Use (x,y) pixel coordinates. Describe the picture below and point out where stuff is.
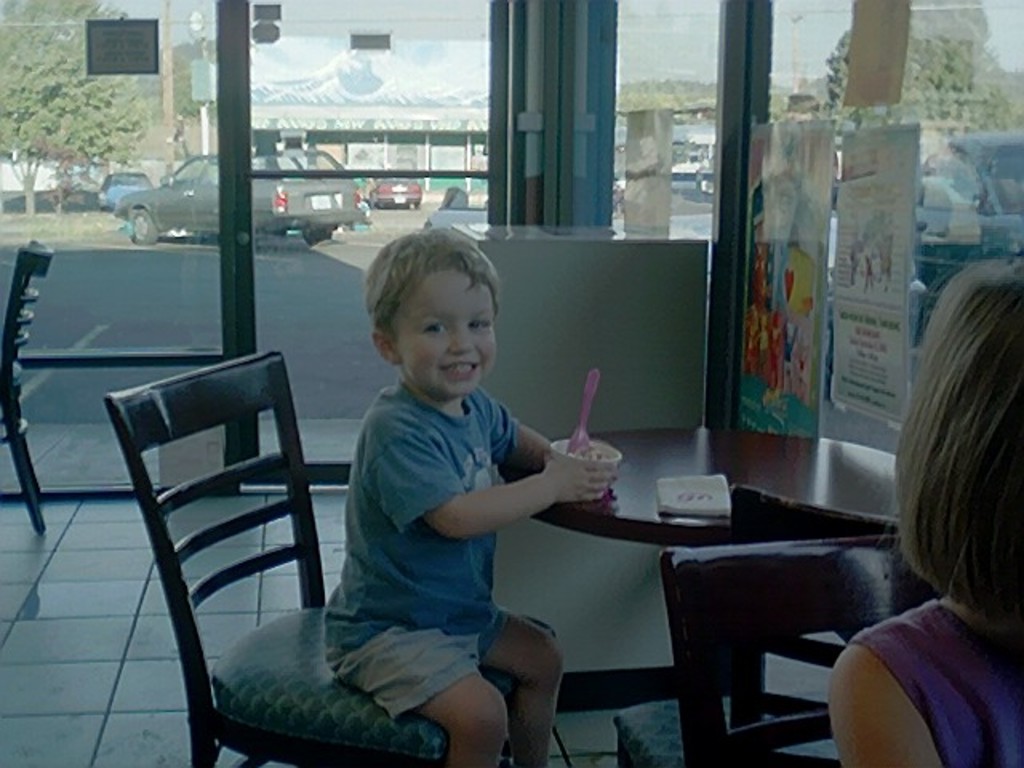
This is the picture of a small boy (481,489) sitting on a chair (292,506) holding a cup of ice cream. There is a table (792,474) and to the right side of the image (951,595) we can a person (980,322) and this picture is taken in a room (233,94) with glass doors (314,302). There are some posters (869,285) attached to the glass wall (932,148) and we can see vehicles (325,169) on the road (334,296), building (315,102) and trees (971,111).
